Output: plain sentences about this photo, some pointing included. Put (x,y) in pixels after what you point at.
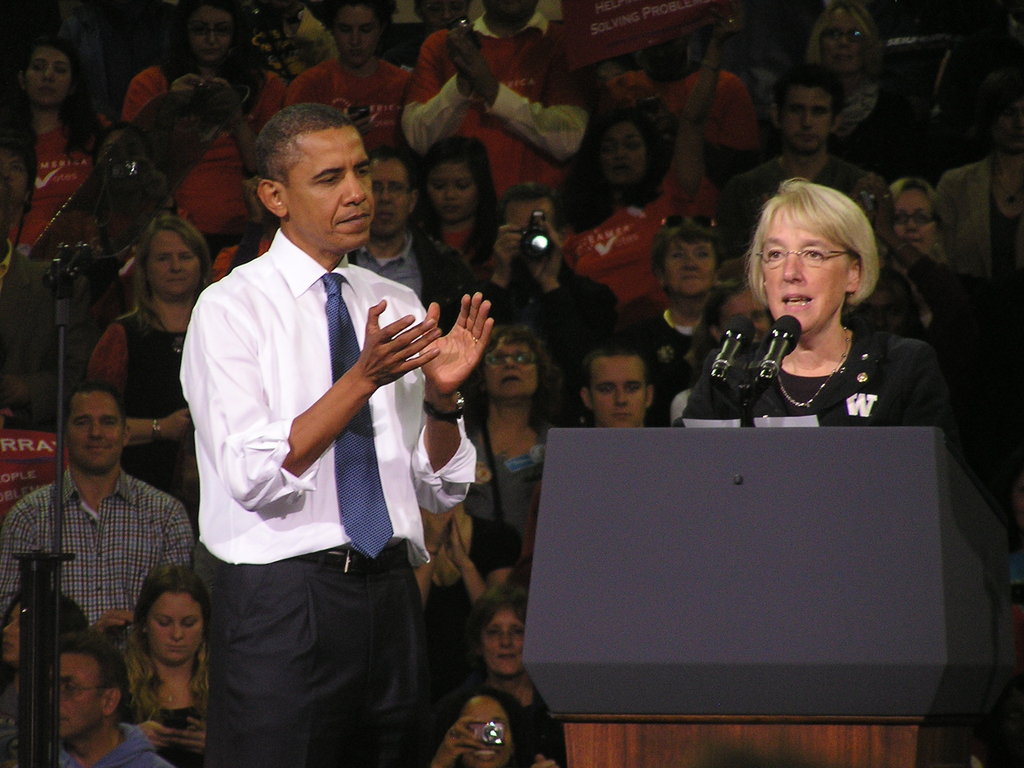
This is the man (290,586) standing and clapping. Here is the woman (856,419) standing and speaking. This is the podium (772,565) with two mikes (769,377) attached to it. There are groups of people (452,90) standing. Among them few people (532,283) are holding cameras (538,247) and clicking the pictures. I think this is the kind of a stand (35,688). In the background (564,43), I can see a person (648,57) holding a placard (639,40).
